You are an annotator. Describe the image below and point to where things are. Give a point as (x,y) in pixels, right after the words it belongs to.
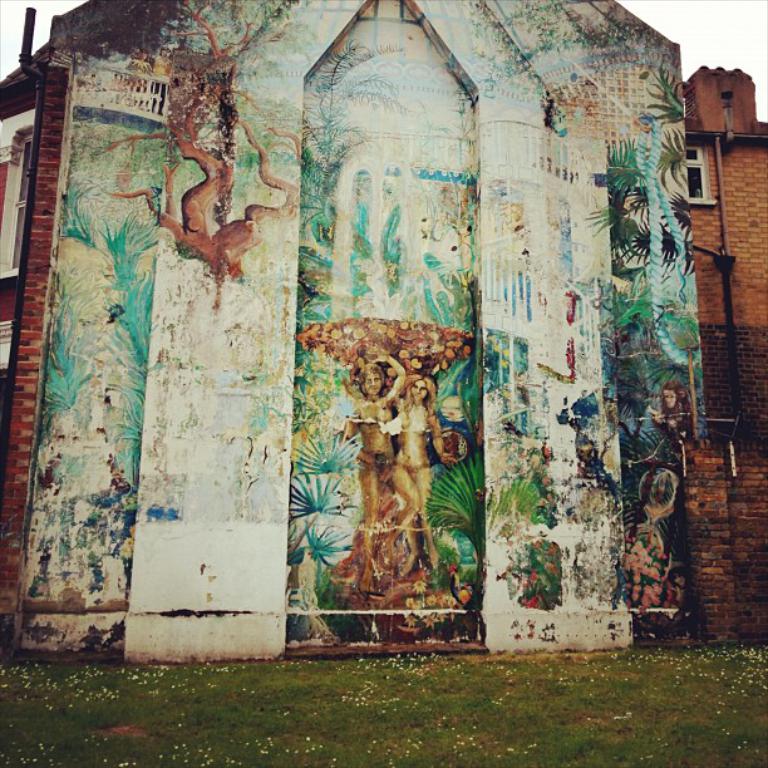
In this image there is a painting (324,273) on the wall (409,220) of a building (311,271), in front of the wall (405,649) there is grass (337,670).
